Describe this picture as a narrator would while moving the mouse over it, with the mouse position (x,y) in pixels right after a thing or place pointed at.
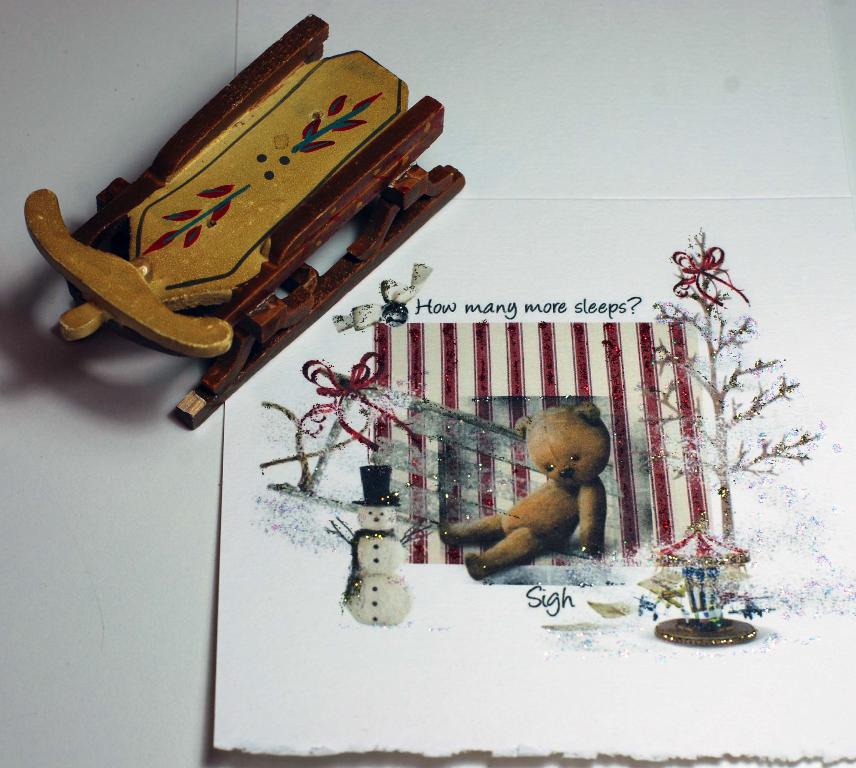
In this image there is a paper (545,211) and there is an object (188,297).
